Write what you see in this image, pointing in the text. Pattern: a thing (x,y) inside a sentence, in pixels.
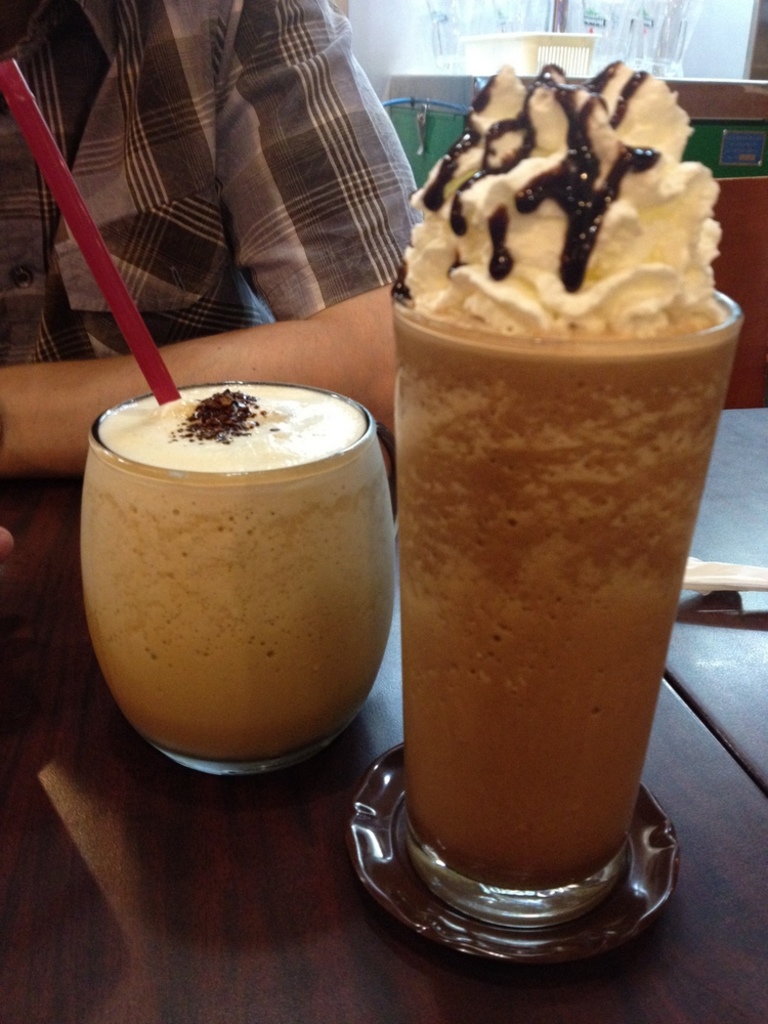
In this picture there is a man (318,205) who is wearing shirt (293,214). He is a sitting near to the table (310,896). On the table (683,833) I can see the drinks (440,399) and straw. In the top right corner (690,35), I can see the glasses (516,18).
